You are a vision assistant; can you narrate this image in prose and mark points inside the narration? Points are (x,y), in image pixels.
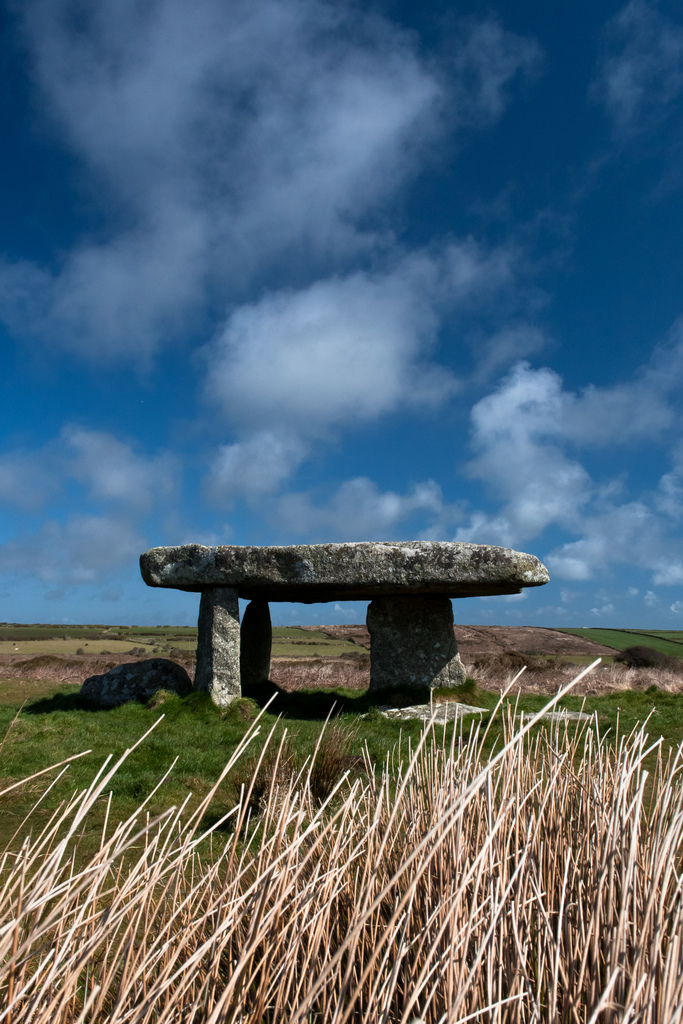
This is grass (230,753) and there are rocks (391,619). In the background (416,486) there is sky (416,486) with clouds (585,480).
